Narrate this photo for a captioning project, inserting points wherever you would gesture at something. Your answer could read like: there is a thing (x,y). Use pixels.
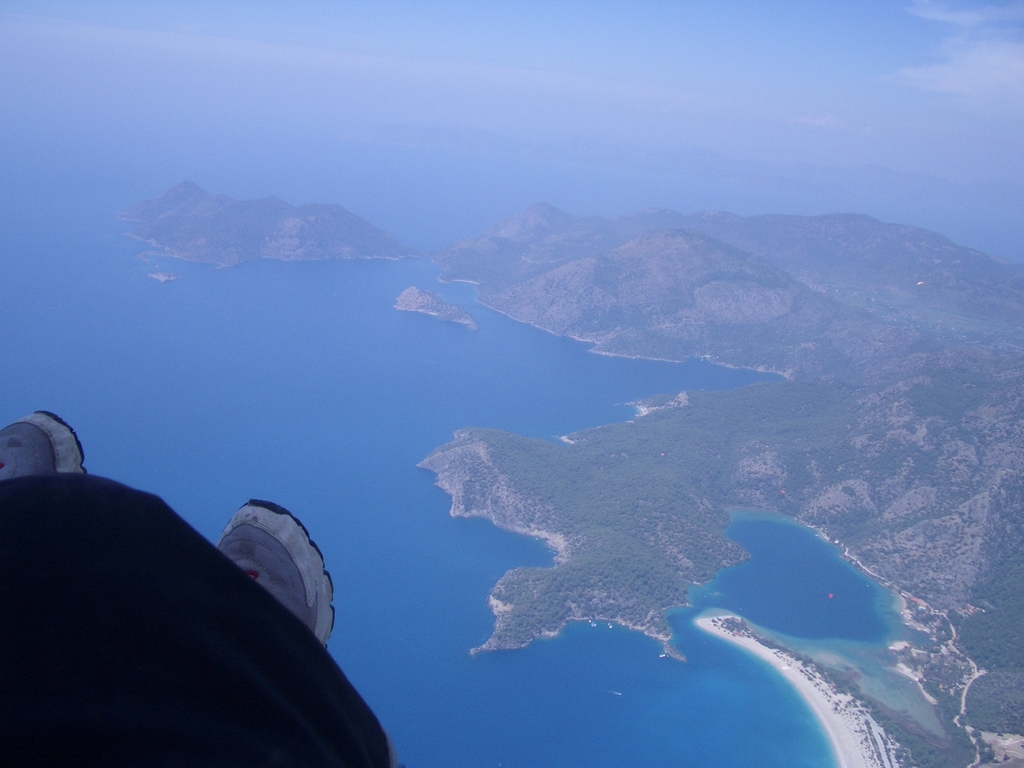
At the bottom left side of the image (149,621), we can see a cloth (106,608) and shoes (242,558). In the background (269,151), we can see the sky (669,71), hills (891,282) and water (616,752).
